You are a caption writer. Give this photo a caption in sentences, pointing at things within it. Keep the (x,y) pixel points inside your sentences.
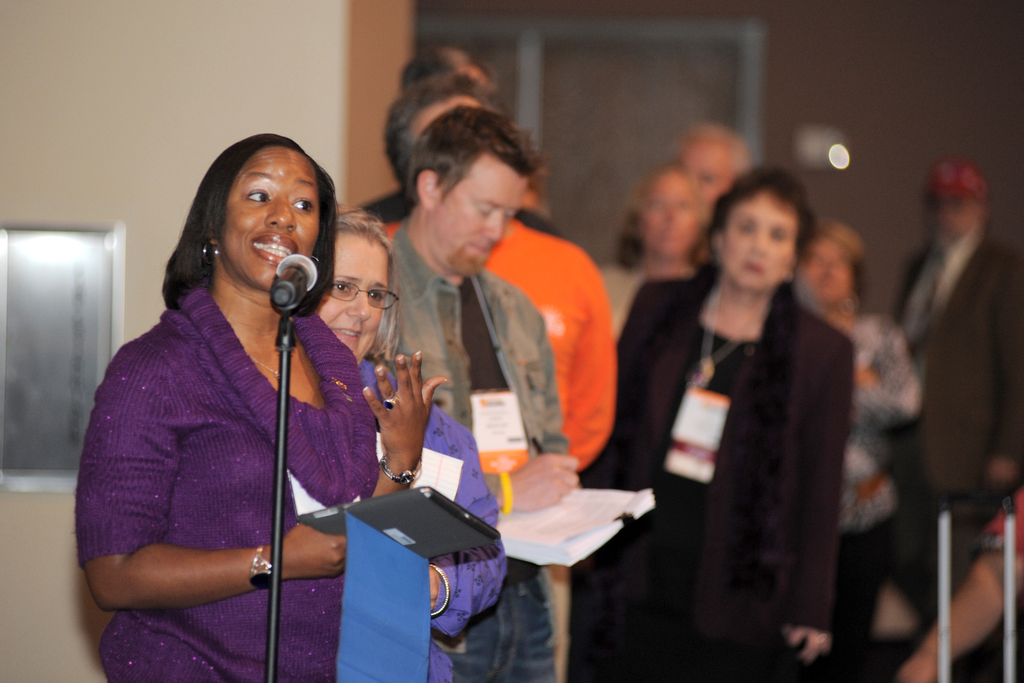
In this image we can see a lady (225,358) wearing watch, earrings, ring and bracelet (410,477). She is holding something in the hand (342,542). In front of her there is a mic (280,299) with mic stand (278,433). Near to her there are few people (609,299) standing. Some are wearing tags (523,431). In the background (871,171) it is blur.
